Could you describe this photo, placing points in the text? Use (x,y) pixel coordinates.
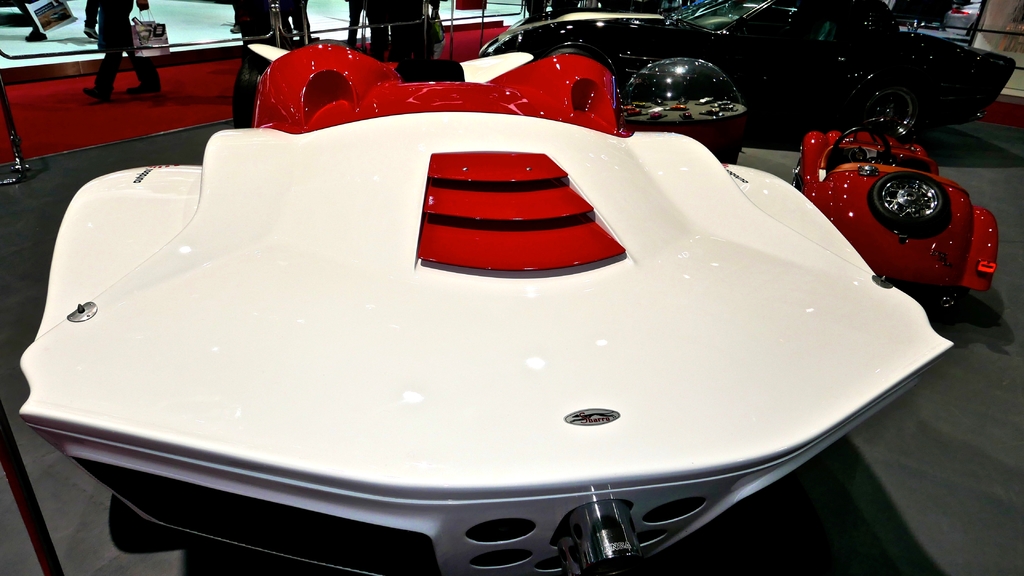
In this image we can see a group of cars (865,198) parked on the ground (737,552). On the left side of the image (16,455) we can see some poles (14,439). At the top of the image (253,19) we can see a group of people (300,8) standing, some men (93,29) are holding bags (156,27) in their hands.
